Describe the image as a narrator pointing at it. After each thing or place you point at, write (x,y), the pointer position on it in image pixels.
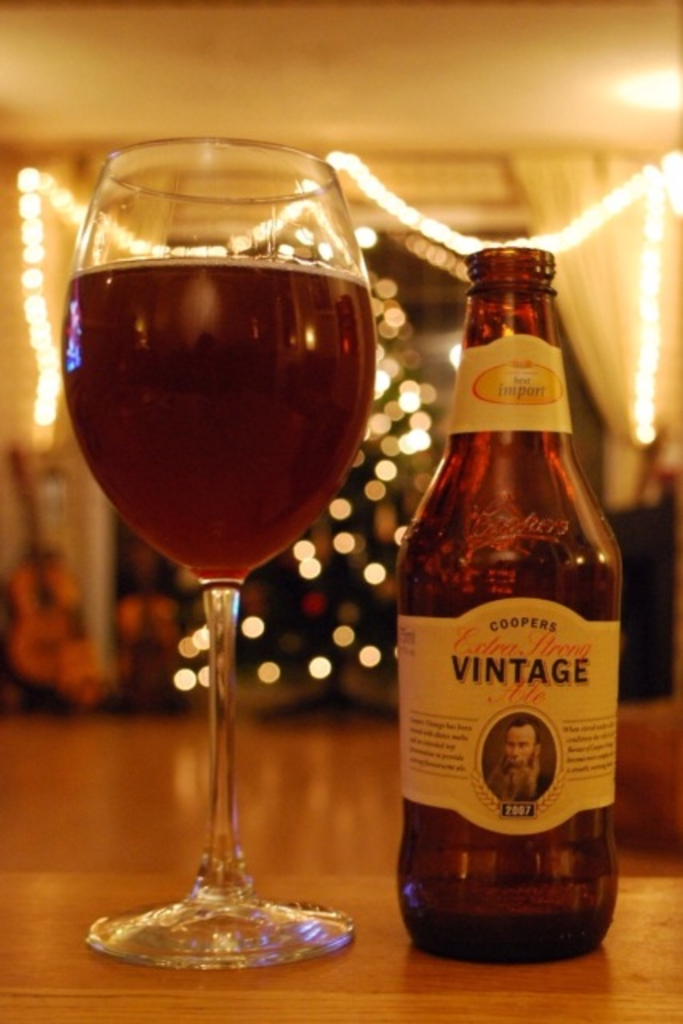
This image consists of a glass (229,874) and a bottle (556,417). There is some liquid (165,403) in glass (259,444). There are lights (576,243) in the middle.
